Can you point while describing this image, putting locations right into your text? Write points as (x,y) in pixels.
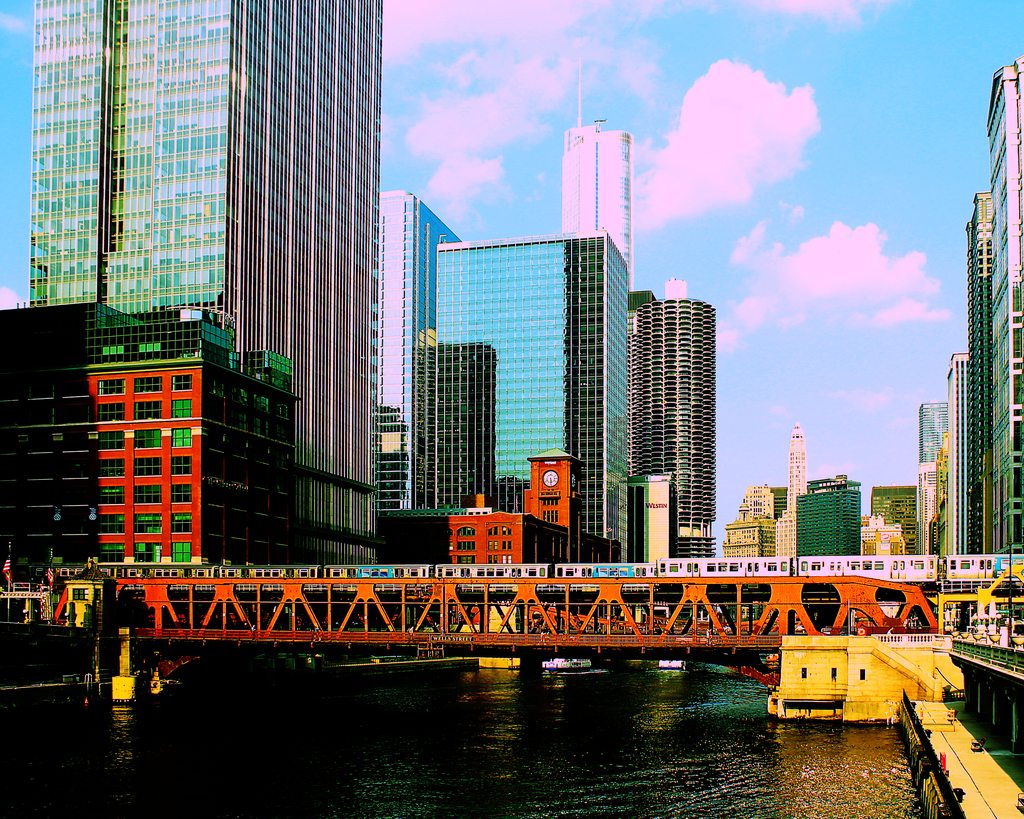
In this image we can see bridge (781,624), under bridge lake (460,778) is there. Behind so many buildings (566,404) are present. The sky (858,117) is in blue color with some clouds (712,139).
